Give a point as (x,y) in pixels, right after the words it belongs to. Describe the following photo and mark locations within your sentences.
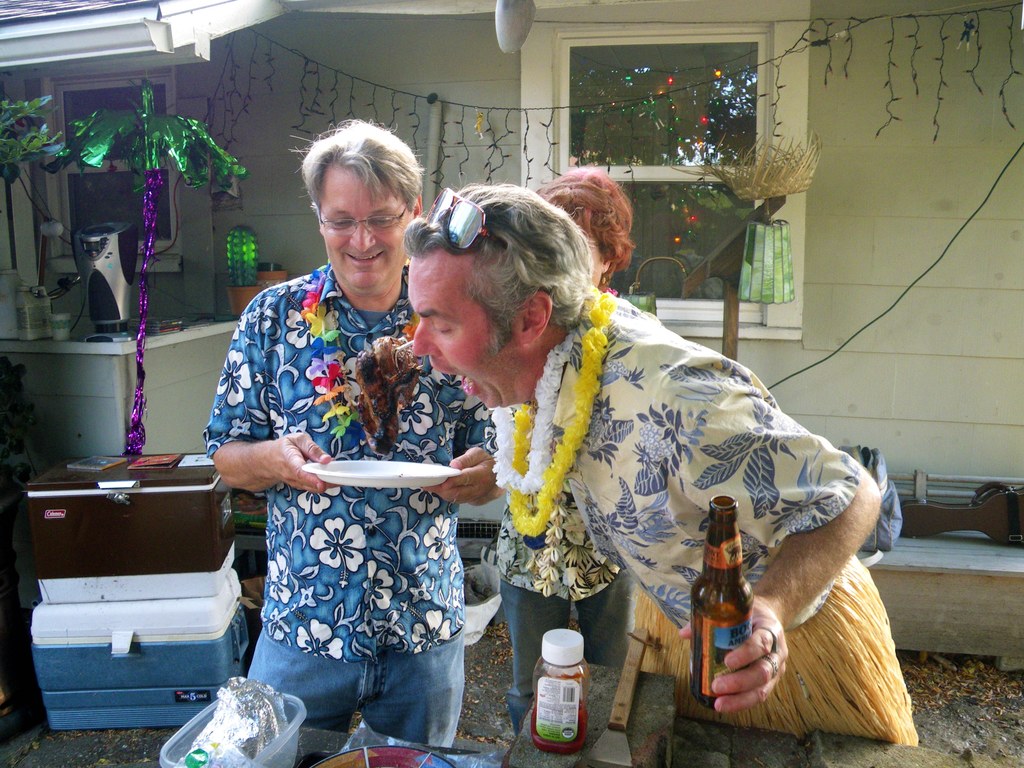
In the picture I can see few people (550,441), among them one person (595,457) is holding bottle (691,660), another person (348,251) is holding plate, behind we can see house (225,342), some objects (220,733) and boxes (40,610) are placed.
